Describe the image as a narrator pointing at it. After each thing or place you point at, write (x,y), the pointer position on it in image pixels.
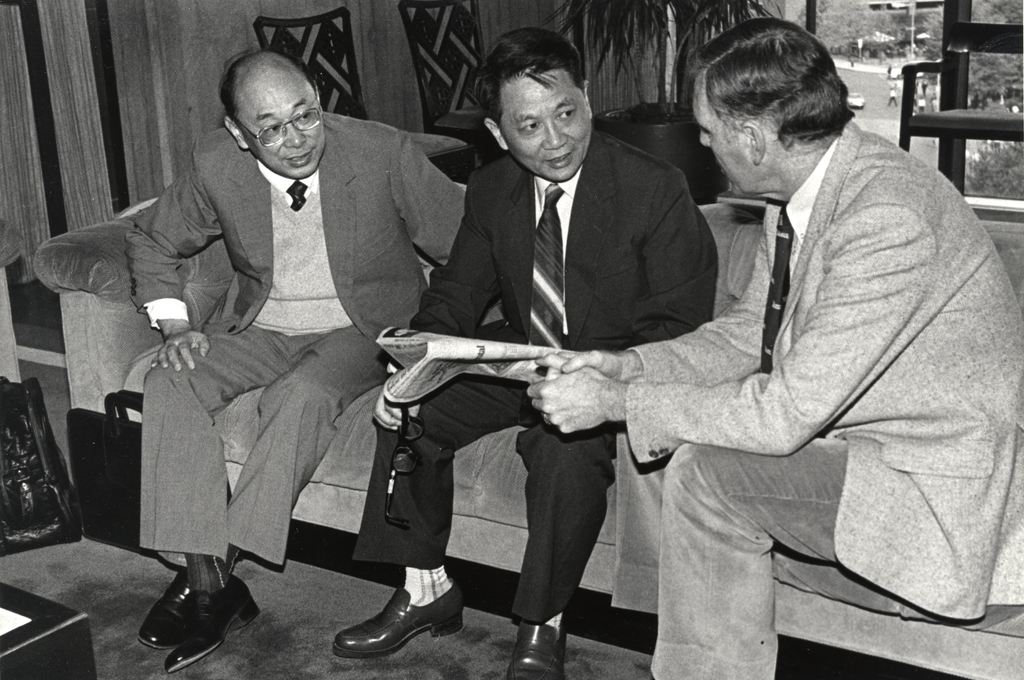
In the picture i can see three persons (470,390) wearing suits (269,249) sitting on a couch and a person (549,270) wearing black color suit (499,388) holding newspaper (479,360) in his hands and in the background of the picture (940,121) there are some chairs (422,115), plant (638,89), window (855,53) through which i can see road (882,108), some trees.
